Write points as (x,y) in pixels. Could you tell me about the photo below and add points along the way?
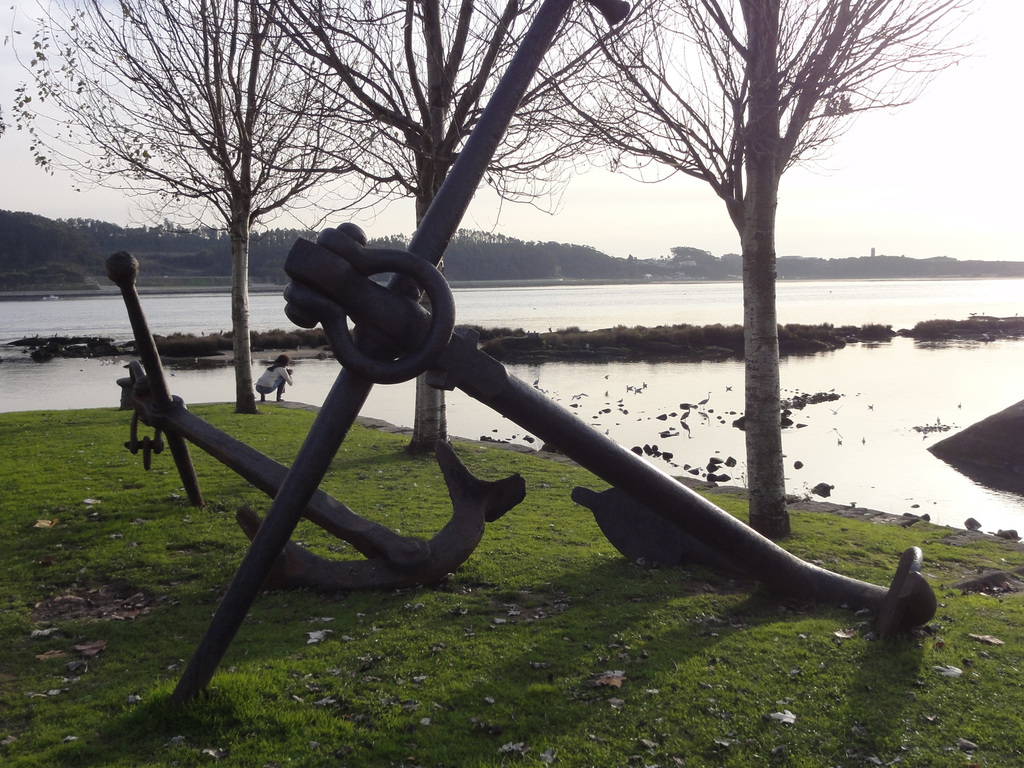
In this picture I can see trees (467,241) and I can see water (738,386) and I can see a human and a metal architecture (484,500) and I can see cloudy sky (20,137) and grass (1,493) on the ground (505,557).
